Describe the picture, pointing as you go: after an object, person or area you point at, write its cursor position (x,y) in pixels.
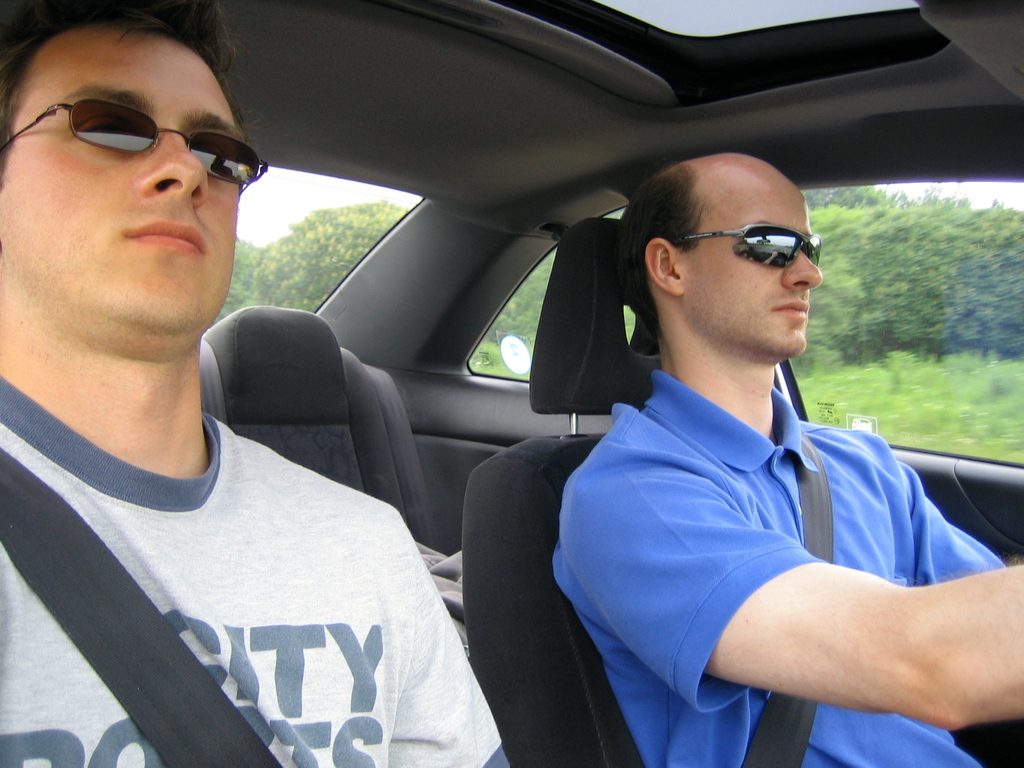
In the image we can see two persons (673,203) were sitting in the car (333,71). In the background (955,306) there is a tree (906,307), plant (895,354) and sky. And the two persons (2,210) were wearing glasses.
